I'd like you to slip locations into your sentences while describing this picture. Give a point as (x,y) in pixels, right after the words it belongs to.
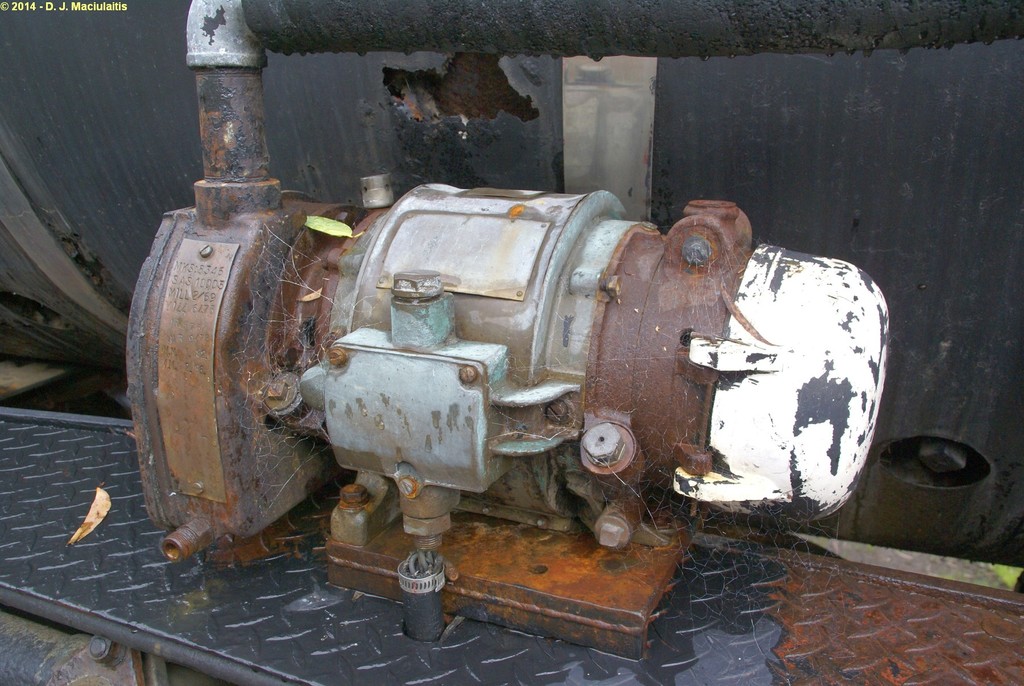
In this picture we can see a motor (296,392) and there is a rust (586,589) formed on it.
